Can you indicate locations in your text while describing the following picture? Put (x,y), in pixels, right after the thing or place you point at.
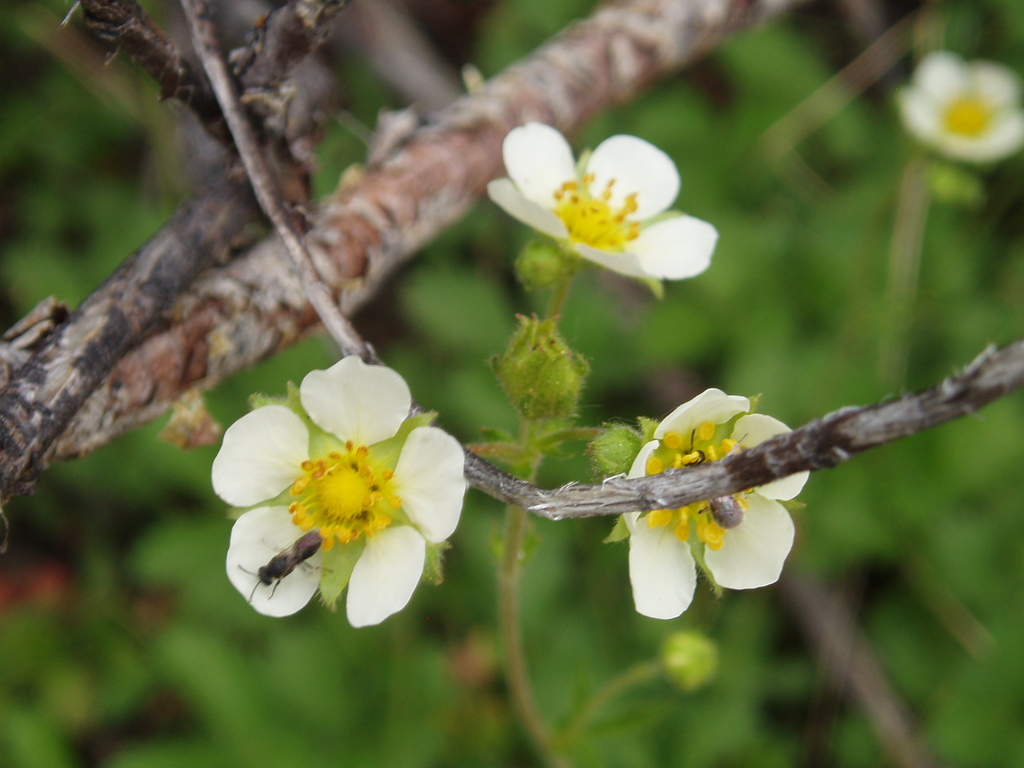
There are three small insects (299,541), on the flowers (670,461) of a plant (420,488). In the background (530,96), there are flowers (627,200) and plants (805,190).
